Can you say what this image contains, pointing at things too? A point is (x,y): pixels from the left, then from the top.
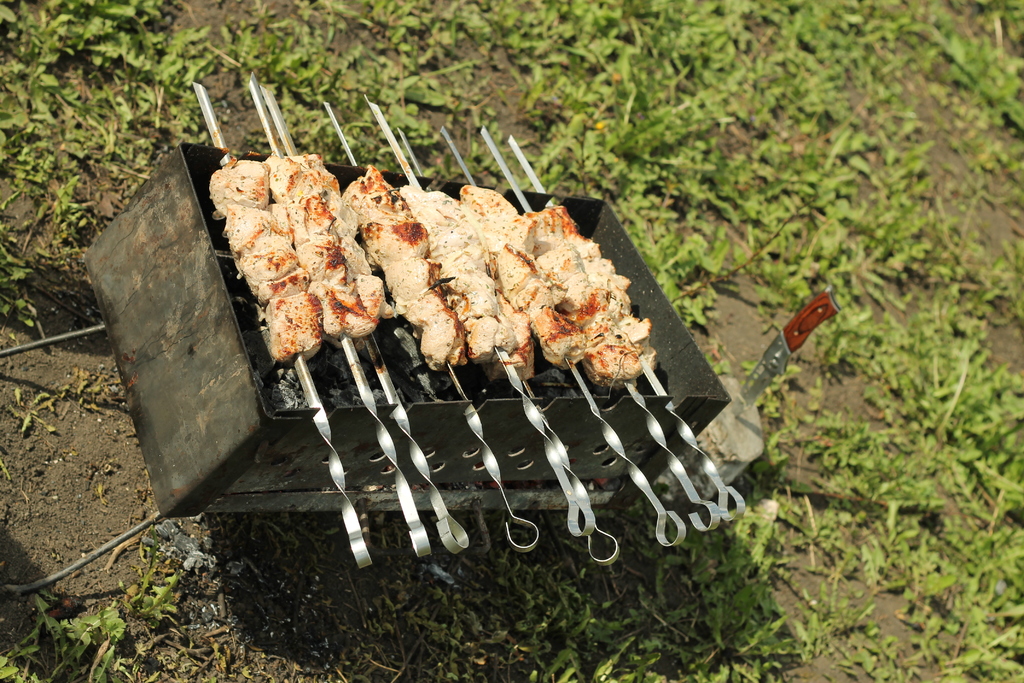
In this picture we can see a grill (205,330) and on the grill (214,284) there are some food items (356,271), chrome plated BBQ meat skewers (321,417). Behind the grill (156,216) there are plants (646,191). On the right side of the grill (716,402) there is a knife (753,391) on an object (735,447).
